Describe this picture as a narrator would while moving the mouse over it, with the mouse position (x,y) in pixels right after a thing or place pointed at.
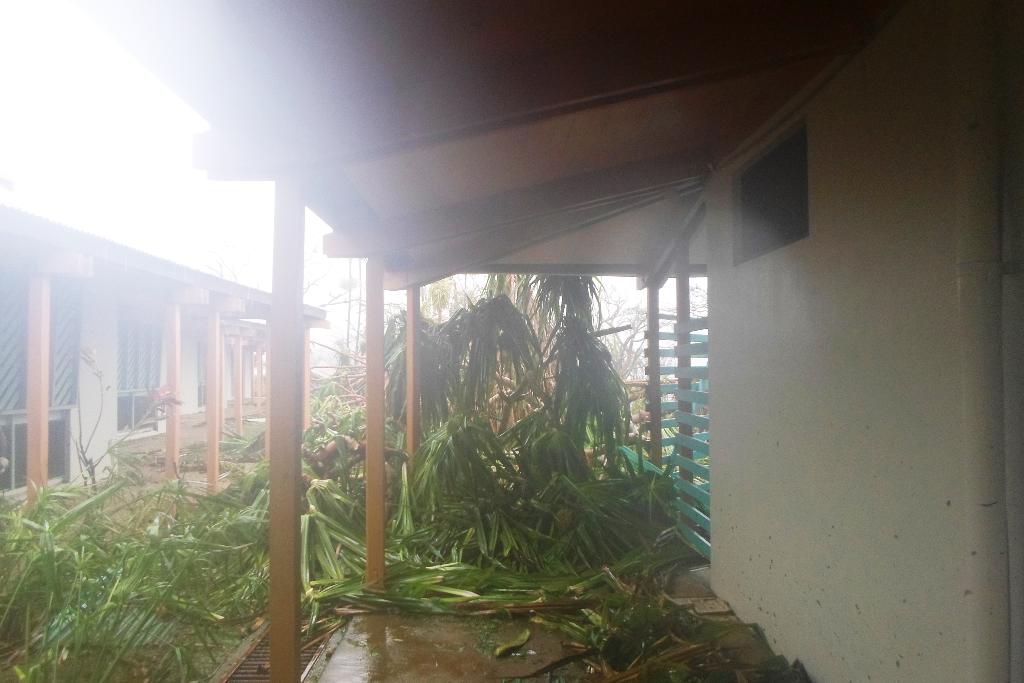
These are trees (499,512) and houses (857,291).
